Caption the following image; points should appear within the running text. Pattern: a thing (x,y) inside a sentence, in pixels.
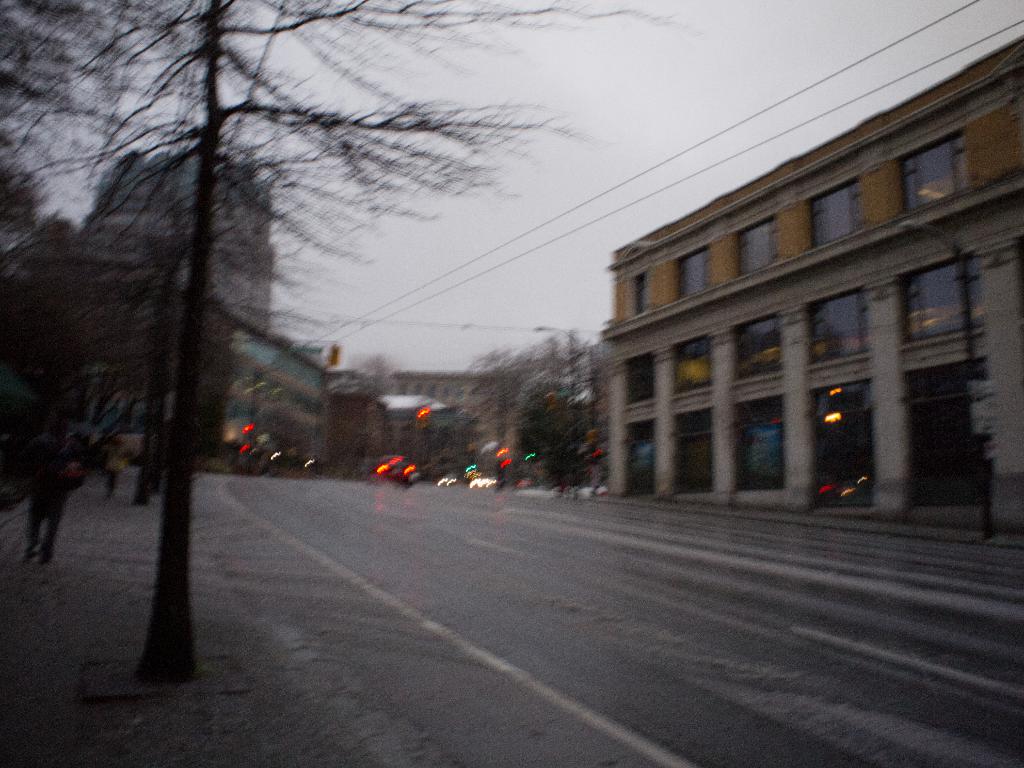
It is a blur image. In this image, we can see few buildings (968,491), trees (204,422), lights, vehicles (399,467). Here we can see a road (675,628) and walkway (130,655). On the left side of the image (43,452), we can see few people (68,457). Background there is a sky (497,176).
